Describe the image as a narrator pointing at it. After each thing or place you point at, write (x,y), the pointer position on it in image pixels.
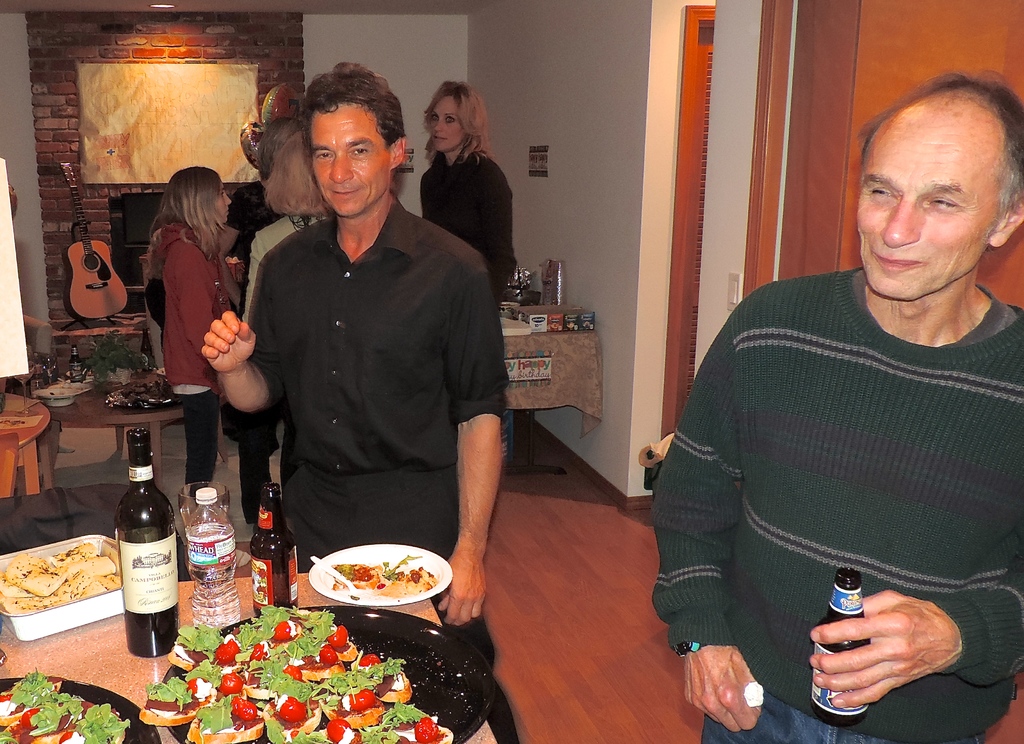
In this image we can see this person (865,586) wearing a sweater (814,585) is holding a bottle (814,682) with the label (828,702) on it and this person (401,400) wearing black shirt (304,445) is standing near the table (473,738). Here we can see some food item (339,663) are kept on the plate (277,671) and we can see bottles (161,516) and glasses (190,508). In the background (248,501), we can see a few more people (248,501), we can see guitar (79,283), brick wall (48,270), fireplace (127,265) and ceiling lights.
